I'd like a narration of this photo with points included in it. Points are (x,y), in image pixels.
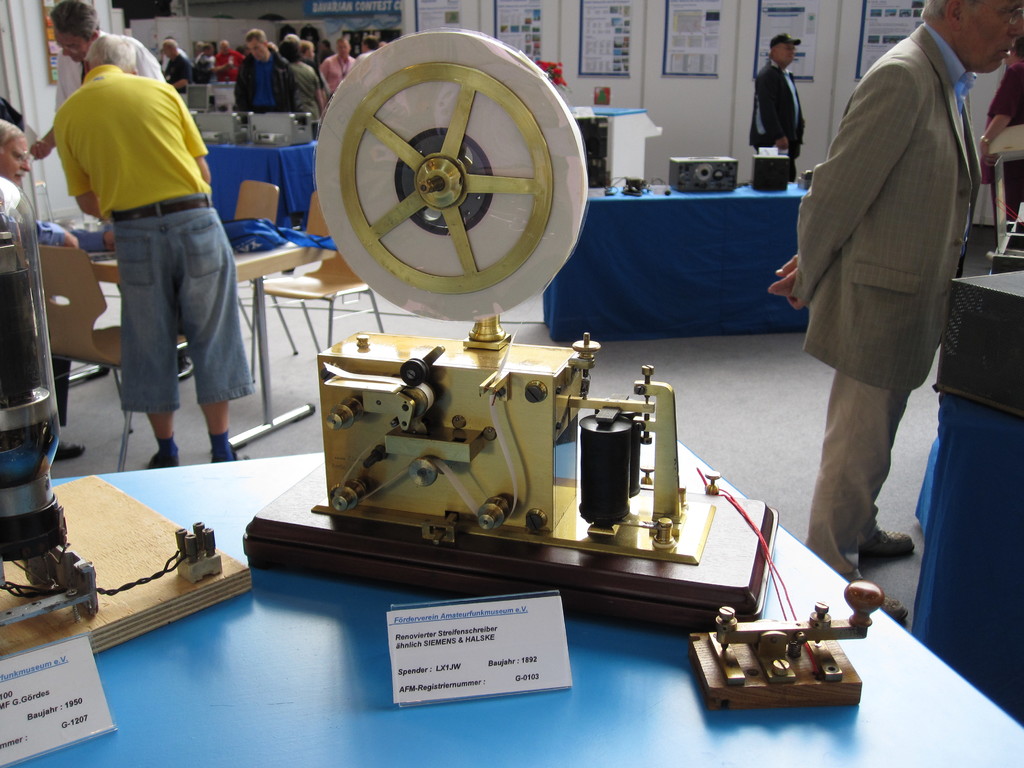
In this image I can see a blue colored table (254,714) and on it I can see few equipments (397,557) and few boards (441,650) which are white in color. I can see few persons (224,407) standing and few persons (22,156) sitting. In the background (242,102) I can see number of persons (260,81) standing, few tables (726,235) which are blue in color, on the tables (709,227) I can see few equipment's (689,162), the white colored wall (691,148) and few poster (669,41) attached to the wall (676,144).
